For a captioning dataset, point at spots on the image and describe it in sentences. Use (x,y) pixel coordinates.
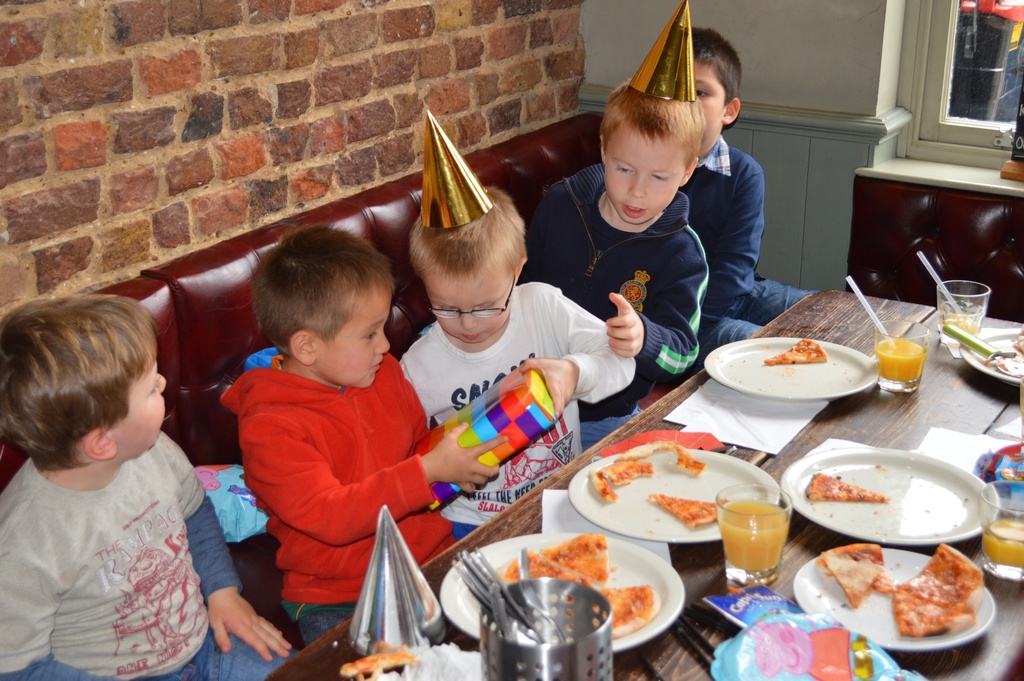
In this picture we can see five kids (700,285) are sitting in front of a table (836,414), there are some plates (818,368), glasses (888,359) of drinks (901,363), a spoon stand (576,637), tissue papers (784,427) present on the table (936,312), we can see some food (928,612) on these plates (861,363), there are spoons (528,627) in this stand (544,625), these two kids (422,424) are holding a box (499,396), on the left side (203,145) there is a brick wall (194,112), we can see a window (933,97) at the right top of the picture (985,93).
